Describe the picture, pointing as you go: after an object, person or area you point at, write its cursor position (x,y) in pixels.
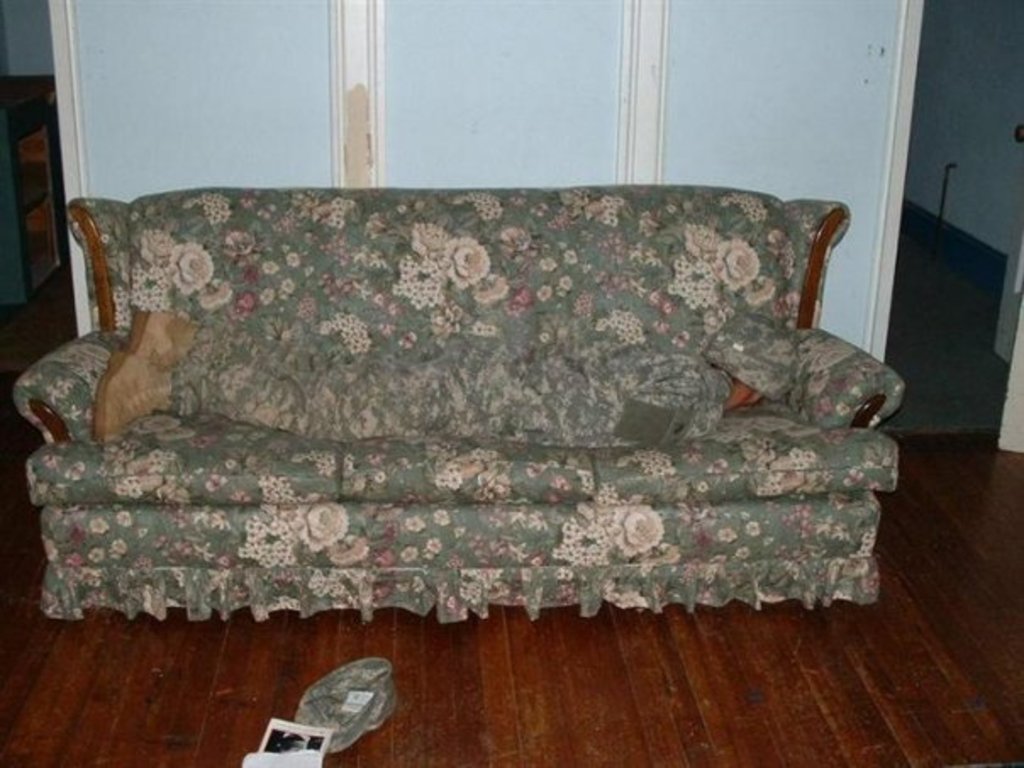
In this image, There is a floor (574,704) which is in brown color and there is a sofa (281,468) which is in green color, In the background (779,178) there are some doors (201,56) which are in white color.
